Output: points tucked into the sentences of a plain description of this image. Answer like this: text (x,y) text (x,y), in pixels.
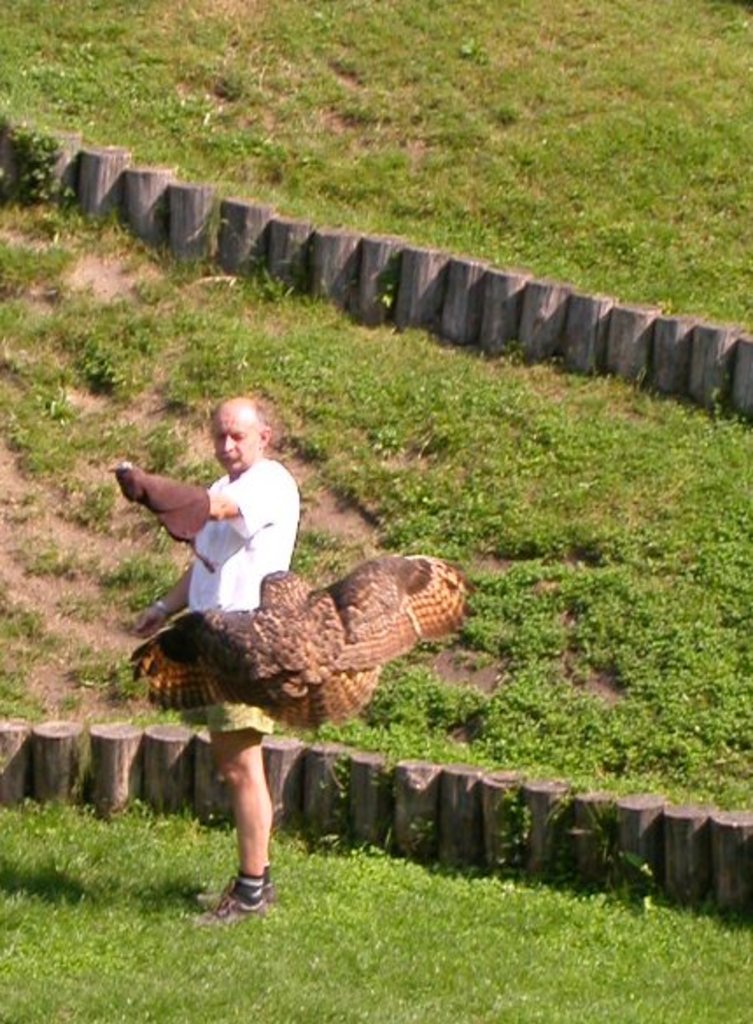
A man (160,508) is standing, these are green color plants (646,600), these are woods (550,842).
